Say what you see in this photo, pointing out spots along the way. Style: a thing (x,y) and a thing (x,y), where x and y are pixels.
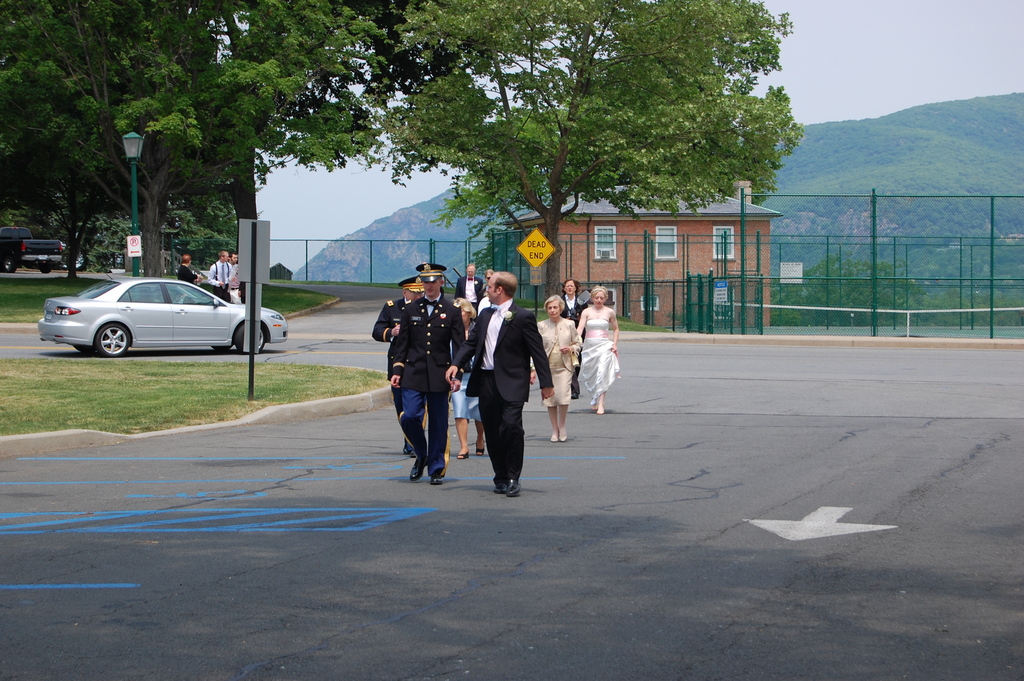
There are some people (476,285) walking on the road (452,571). Some are wearing caps (423,281). On the road (658,524) there is an arrow mark (800,524). On the left side (82,395) there is a grass lawn (149,377) with a pole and a board (257,301), car (134,325) on the road (169,351) and a street light pole (136,223) with a sign board (133,248). Also there are trees (172,136) and some people (225,261) are standing near to the car (173,280). In the background (752,294) there are railings (761,280), buildings (689,231), sign boards (538,240), trees (737,172), hills (855,152) and sky (879,55).
